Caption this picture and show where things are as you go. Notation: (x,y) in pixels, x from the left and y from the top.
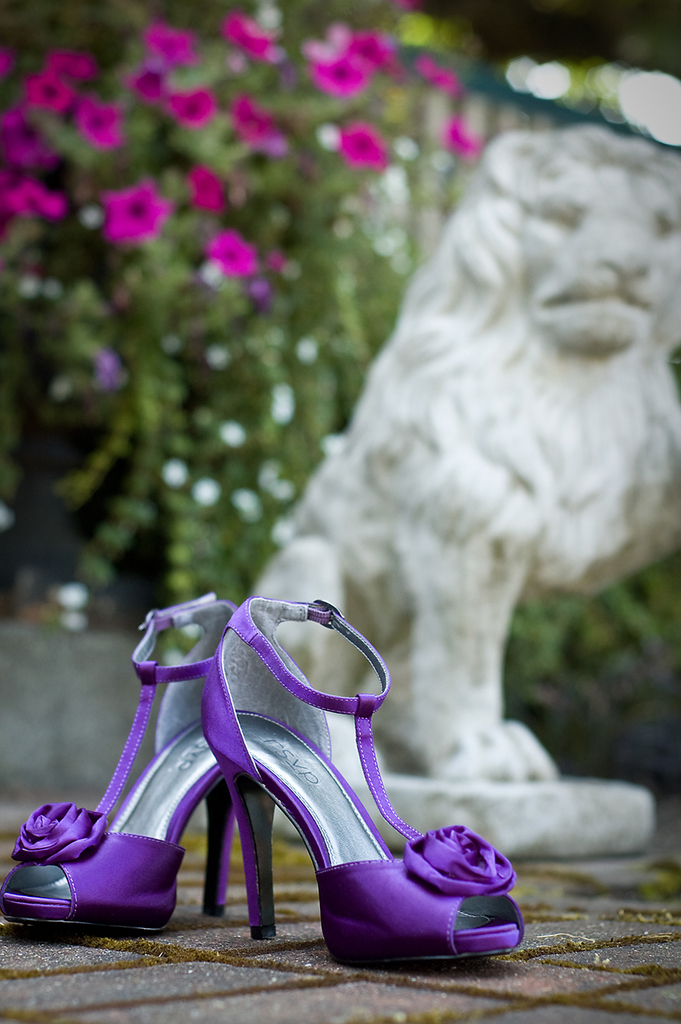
In this image in front there are heels (344,946). Behind the heels (427,956) there is a statue (560,151). In the background of the image (300,179) there are plants (168,232) and flowers (340,65).
